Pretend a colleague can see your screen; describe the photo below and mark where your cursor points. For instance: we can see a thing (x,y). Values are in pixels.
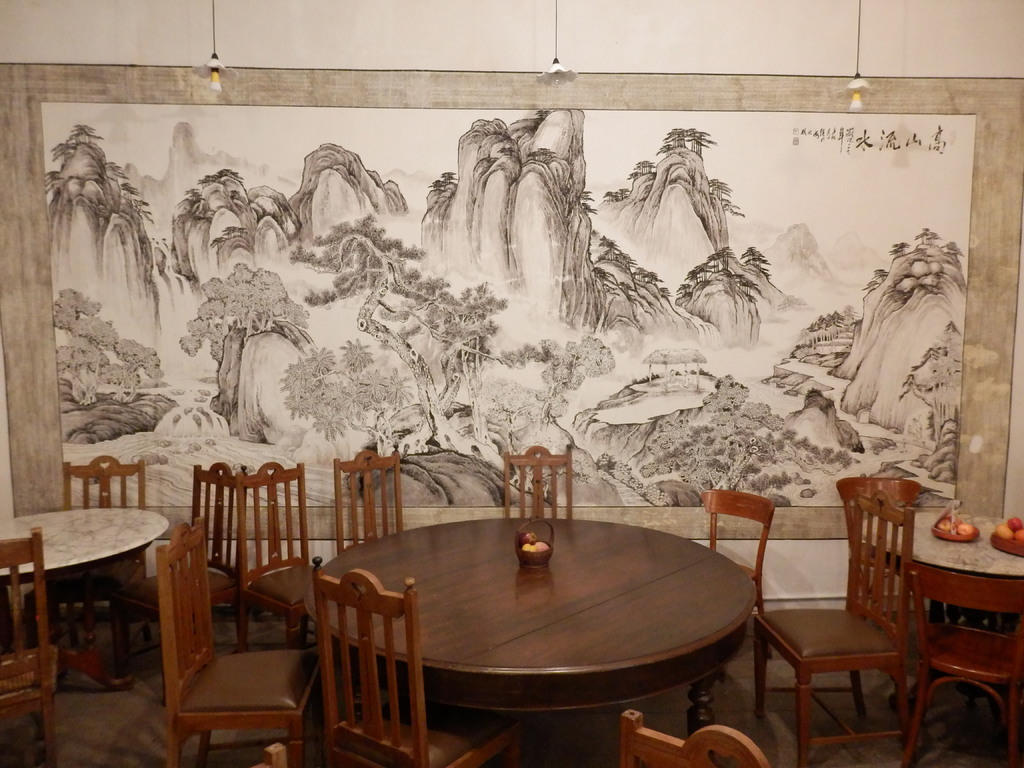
In this image in the center (365,507) there are tables (435,602) and there are chairs (379,600). On the right side (1007,561) there are fruits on the table (974,541) and in the background (503,398) there is a painting (371,285) on the wall (577,240) and there are lights (215,78) hanging.
